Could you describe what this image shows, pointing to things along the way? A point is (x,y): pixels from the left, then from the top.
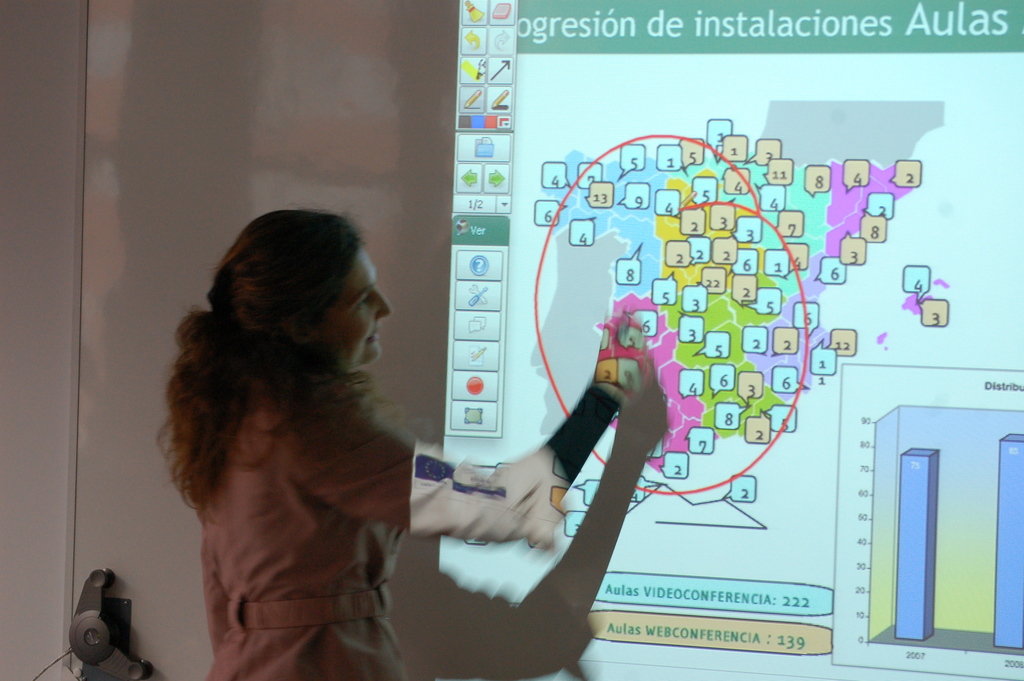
In this picture we can see a woman (290,518) and in the background (856,273) we can see a projector screen (522,372).
